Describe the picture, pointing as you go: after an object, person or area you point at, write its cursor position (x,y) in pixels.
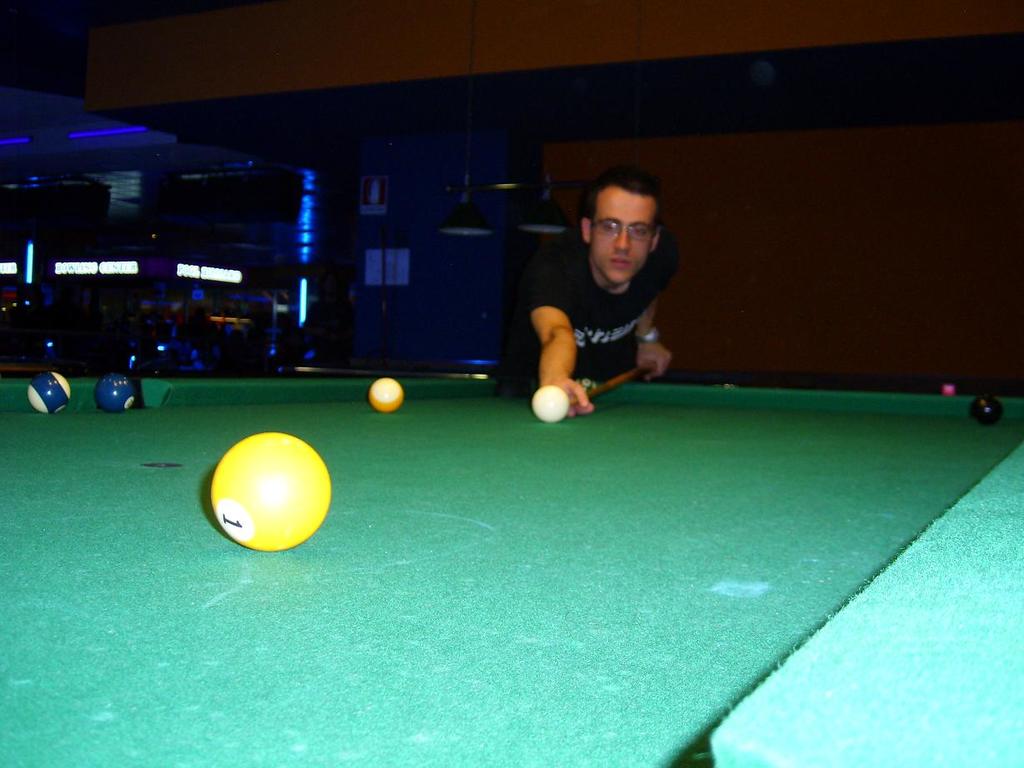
In this picture I can see the pool table (554,532) in front (890,461) and on it I can see few balls (400,396) and behind the table (523,407) I can see a man (651,205) who is standing and holding a stick (619,382). In the background (178,326) I can see the lights (310,221) and I see that it is a bit dark.
